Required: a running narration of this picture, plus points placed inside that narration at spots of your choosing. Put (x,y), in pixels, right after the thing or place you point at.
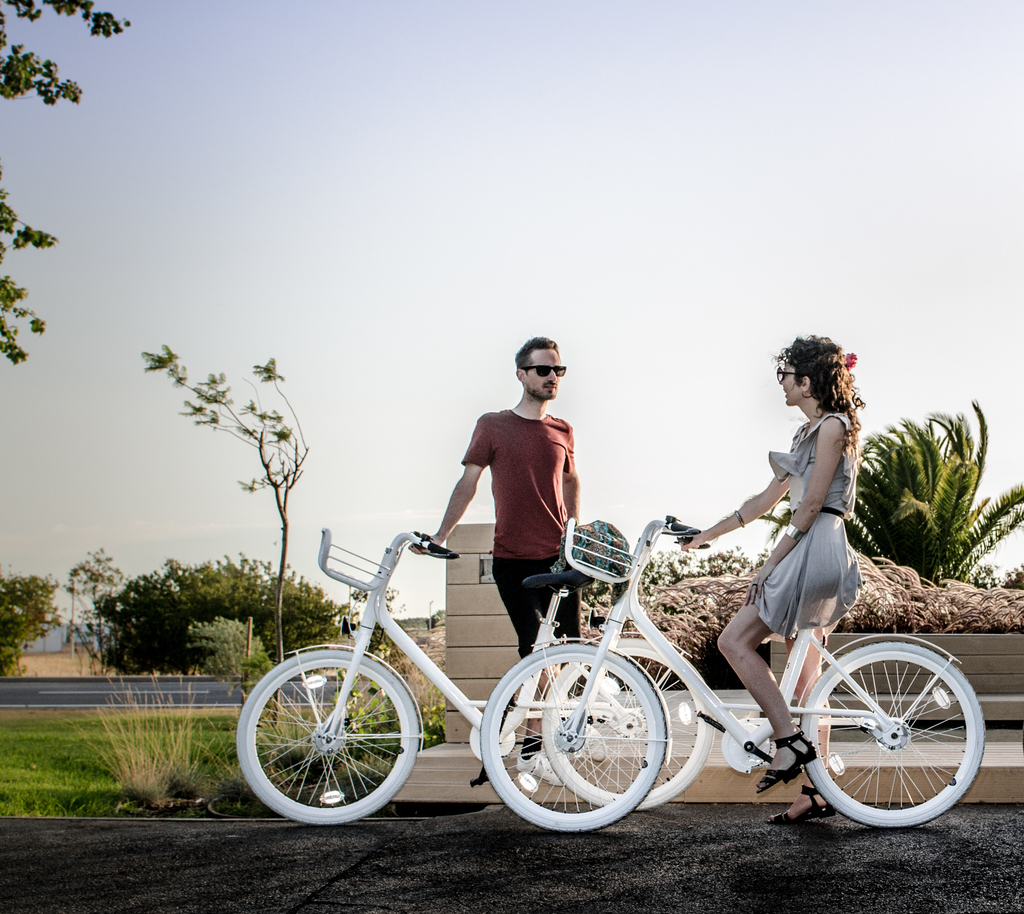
A man (533,371) wearing goggles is holding a cycle (423,538) and standing. A lady (810,484) is sitting on a cycle (705,701). And the cycles (512,788) are on the road (389,861). Near to the road (77,840) there are plants (130,759), grass lawn (74,769). And in the background (222,551) there are trees (867,505) and sky (489,162).
